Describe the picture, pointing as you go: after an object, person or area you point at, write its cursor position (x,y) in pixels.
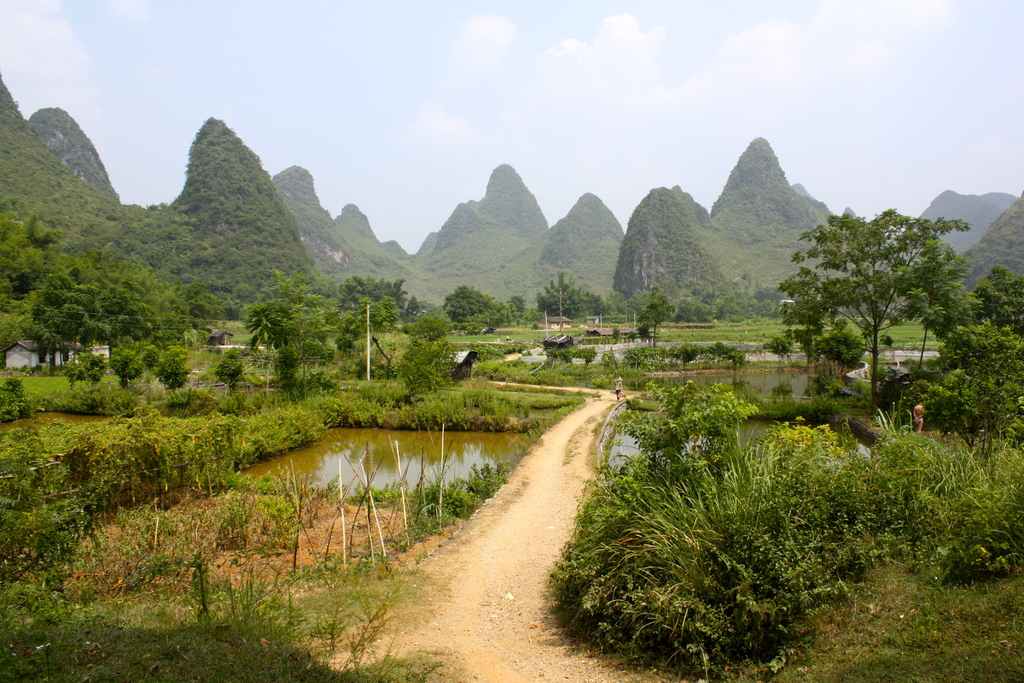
As we can see in the image there are trees (162,296), plants (277,358) and in the background (572,252) there are hills (592,285). At the top (413,85) there is sky (413,85). There is grass (232,641), water (370,476) and a house (556,321).
